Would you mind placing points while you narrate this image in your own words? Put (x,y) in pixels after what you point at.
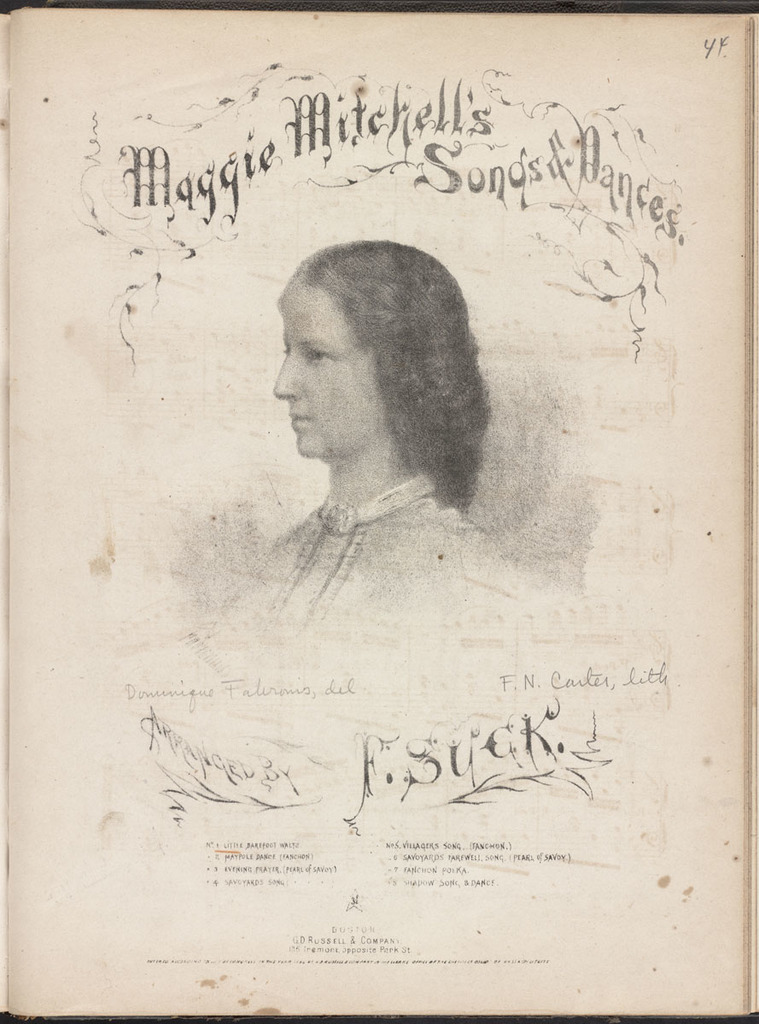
Here I can see a poster (385,619) on which, there is a picture (350,411) of a woman (323,514). She is looking at the left side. On the top (314,129) and bottom side of the picture (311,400) I can see some text (403,857).
